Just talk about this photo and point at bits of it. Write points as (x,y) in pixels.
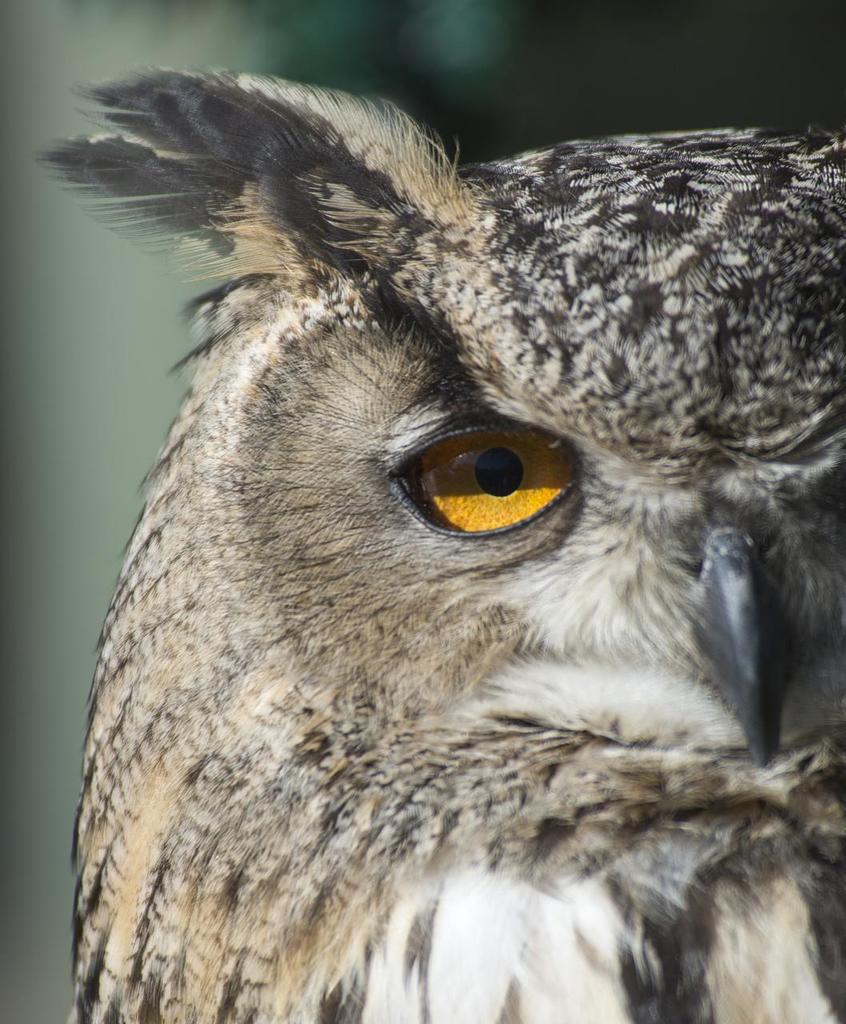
In this image I can see an owl (842,608) and the owl (415,610) is in brown and black color, and the background (443,38) is in green color.
